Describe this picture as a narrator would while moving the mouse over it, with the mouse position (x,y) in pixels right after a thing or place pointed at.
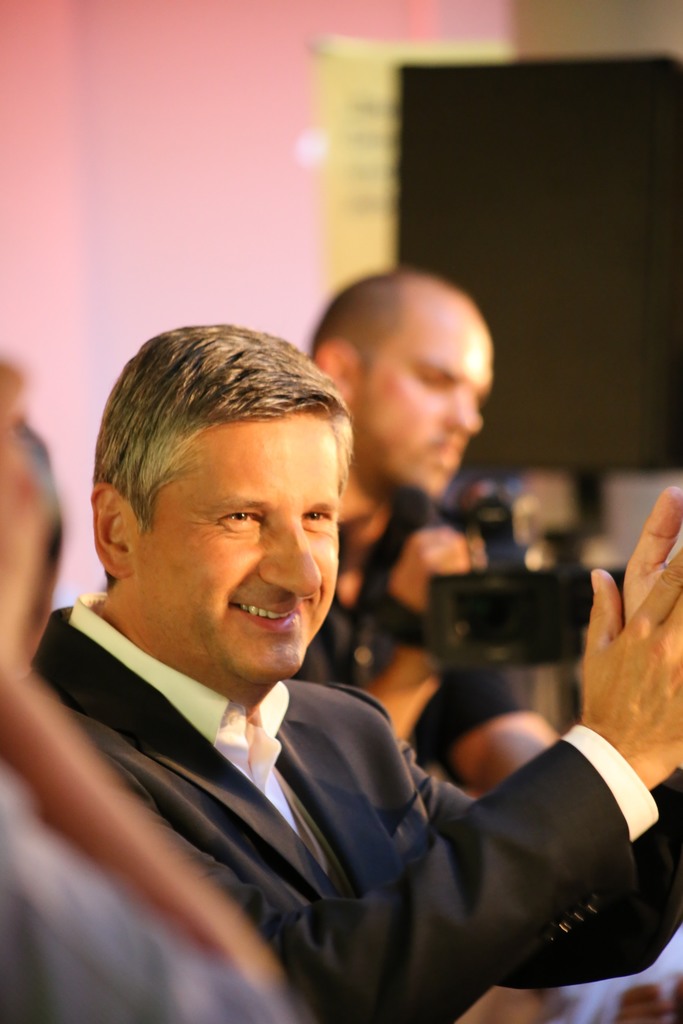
Here we can see people (224,766). This person (271,468) is smiling and clapping his hands (601,697). Far another person (343,648) is holding a camera (583,629). Background (548,162) it is blur. We can see a wall (179,258) and black board (525,207).
